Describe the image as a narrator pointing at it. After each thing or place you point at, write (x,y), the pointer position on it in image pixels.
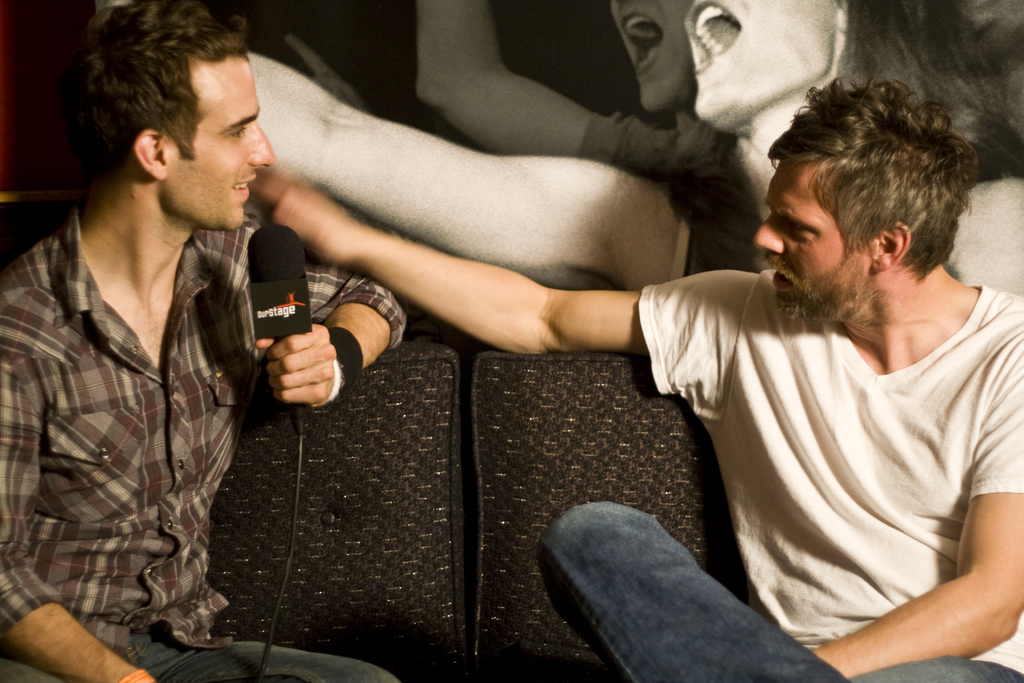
in this image the two persons (577,509) they are sitting on the chair (386,649) and they could be talking each other they two persons (175,445) they are wearing the jeans (582,578) and shirt (196,486) the left person (182,463) is sitting on the left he is holding the mike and the background is a black and white photo.
